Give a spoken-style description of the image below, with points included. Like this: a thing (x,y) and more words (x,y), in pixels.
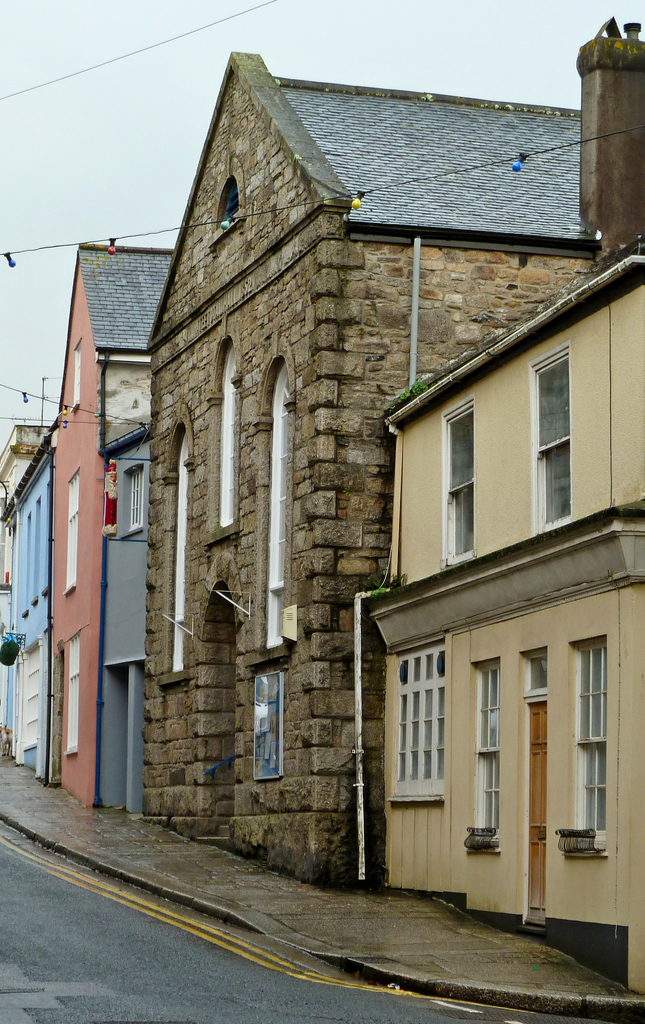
In this image we can see a buildings (307,744). At the bottom left corner (135,951) we can see road (130,971). In the background (175,108) there is a sky (86,114).
